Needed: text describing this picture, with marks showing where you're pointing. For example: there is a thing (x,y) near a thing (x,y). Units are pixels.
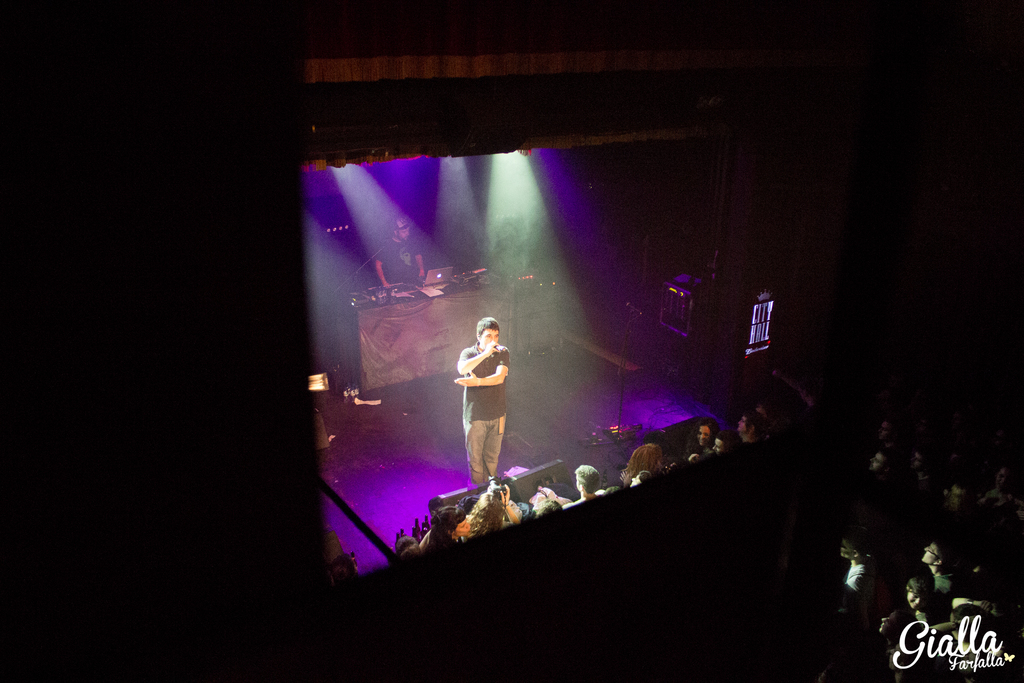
In this image we can see a stage (328,511). On the stage (420,278) we can see some persons (475,387), microphone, laptop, lights (501,268) and other objects (403,312). On the right side (1008,484) bottom of the image (661,457) there are some persons (851,556). The background of the image is dark. On the image there is a watermark (972,626).
